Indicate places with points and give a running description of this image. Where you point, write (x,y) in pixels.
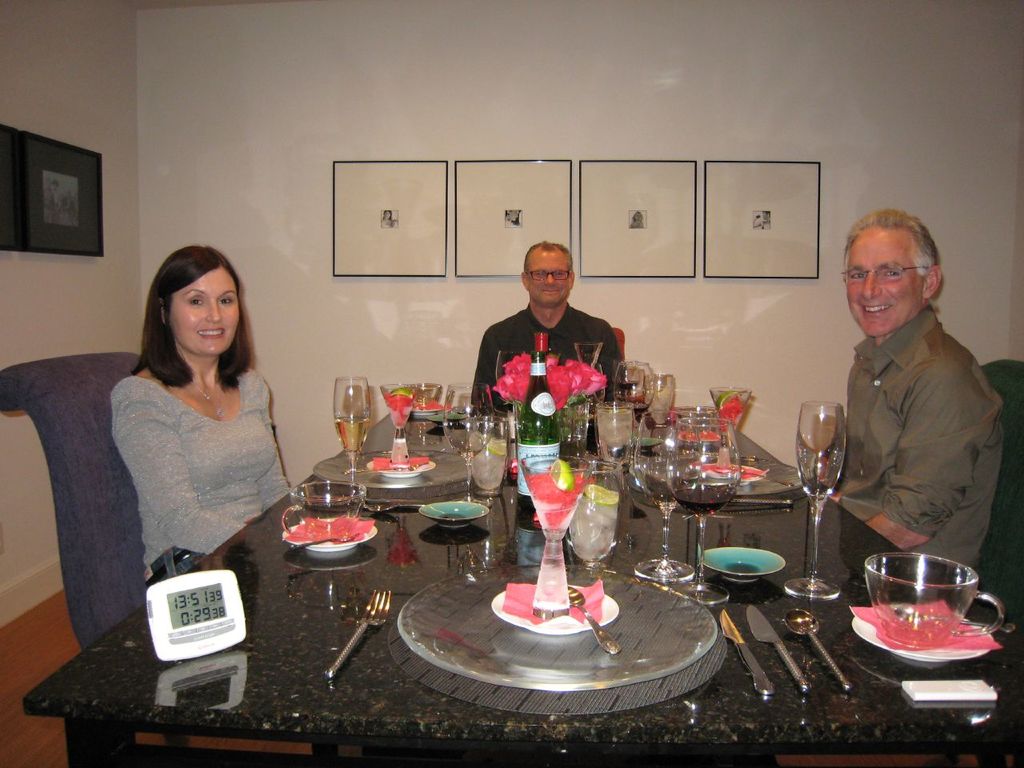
to the left side (212,447) there is a lady (213,445) with grey t-shirt (213,444) is sitting. To the right side (939,435) there is a man (916,404) with brown shirt (947,424) is sitting and he is smiling. To the middle corner (561,308) there is a man (546,323) with black shirt (532,321) is sitting and smiling. In between them there is a table (281,615) with clock (186,586), cup (883,611) with saucer (900,618), knife (765,637), spoon (793,625), glasses (608,450), bottle (531,390), plate (407,616) and a fork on it. In the middle of the wall (826,234) there are four frames (477,206). And to the left (61,214) there are two frames (44,196).
